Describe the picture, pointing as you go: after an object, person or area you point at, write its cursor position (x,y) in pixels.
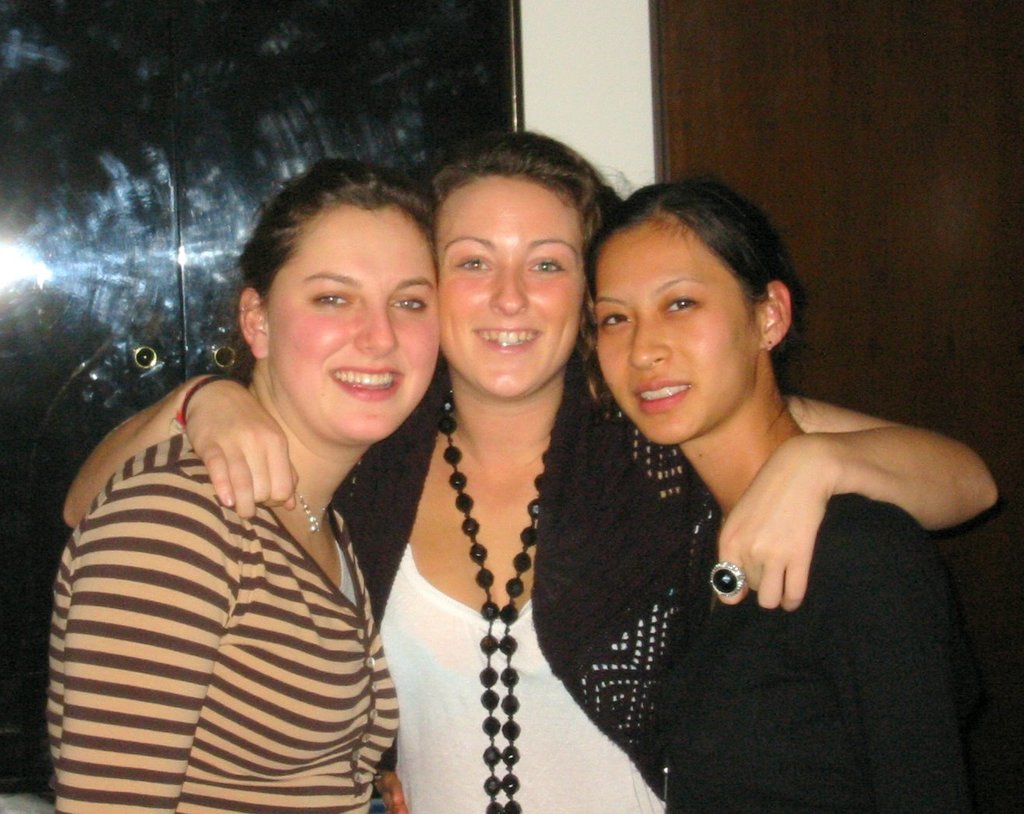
In the middle (455,311) a beautiful girl (604,681) is smiling. She wore a white and black color dress (582,660). On either side of her two other girls (319,276) are also standing.
